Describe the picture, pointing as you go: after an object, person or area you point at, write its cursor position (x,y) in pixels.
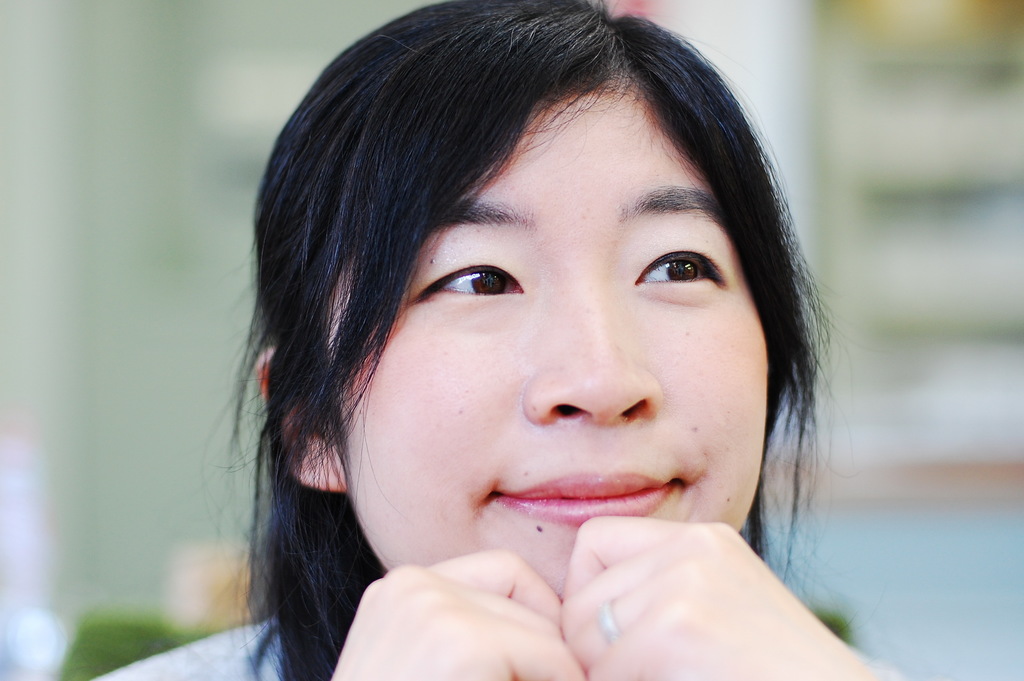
In this image we can see a woman (559,421) and a blurry background (862,179).
